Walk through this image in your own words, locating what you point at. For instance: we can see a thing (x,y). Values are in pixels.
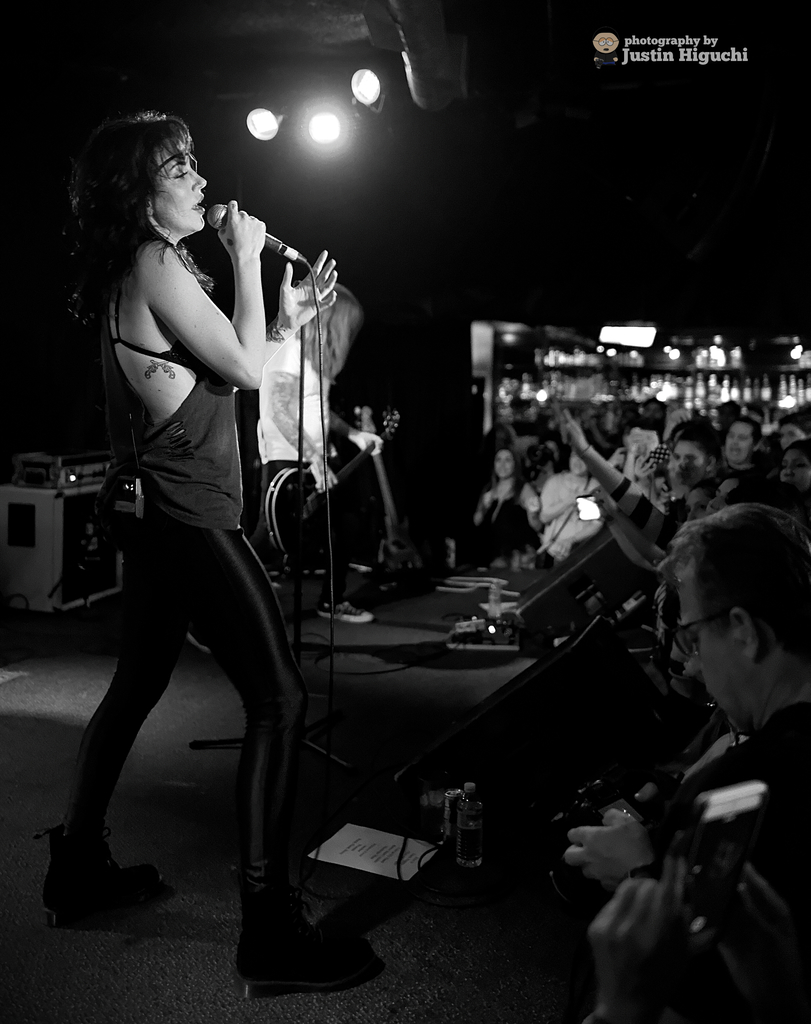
In this image there are group of persons (627,473). The woman (188,432) in the left (188,576) is standing and holding a mic (221,209) singing. At the right side (623,536) there are crowds (637,538) standing and enjoying the performance of this woman (226,486). At the top (317,118) there are three spotlights (360,85).
